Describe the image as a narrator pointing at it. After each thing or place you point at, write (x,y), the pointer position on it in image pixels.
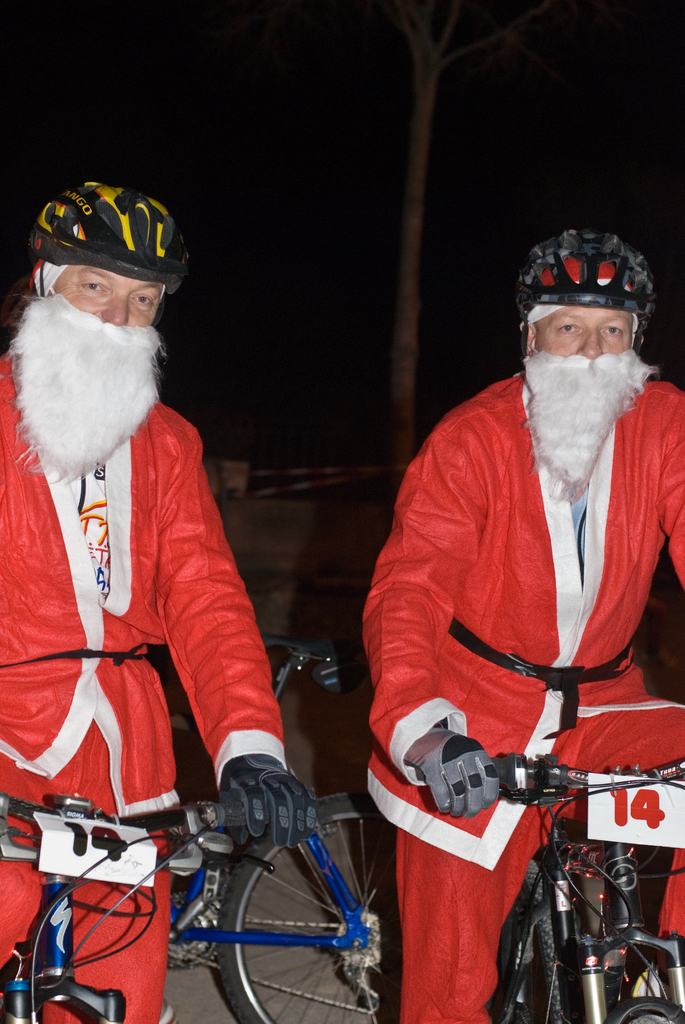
In this image we can see two persons (118,702) wearing Santa Claus dress (107,504) is sitting on the bicycle (63,877). They are also wearing helmets (560,275) on their head (62,251). We can see one more bicycle (257,941) in the background (305,951).
